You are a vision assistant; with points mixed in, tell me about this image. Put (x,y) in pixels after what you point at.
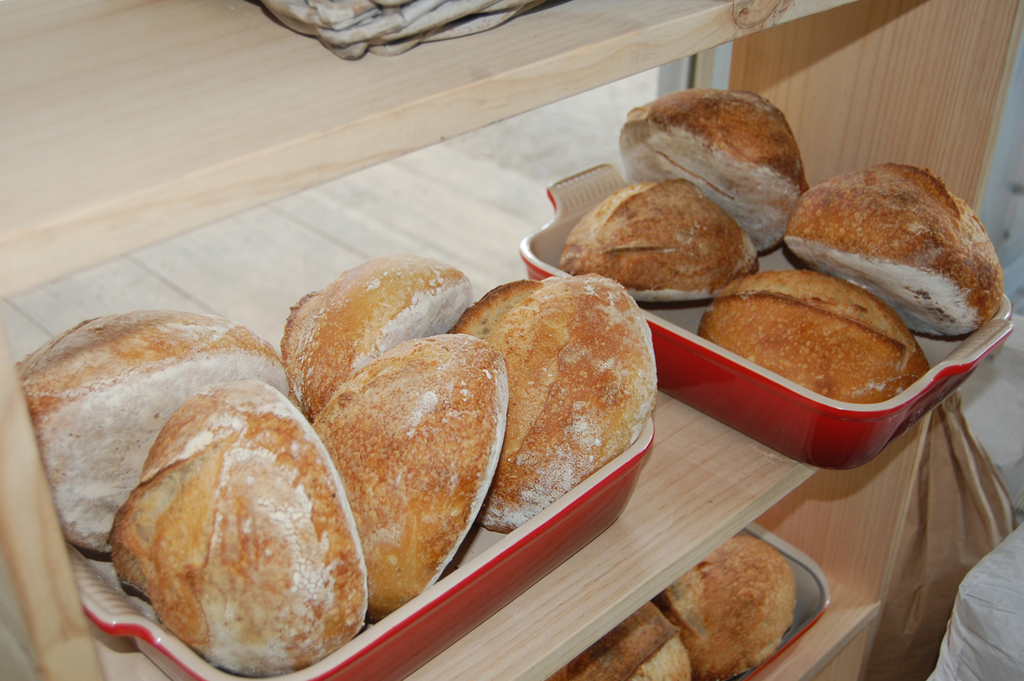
In this image we can see food items (617,405) in the containers (712,413). In the bottom right (940,598) we can see the bags (967,542).
